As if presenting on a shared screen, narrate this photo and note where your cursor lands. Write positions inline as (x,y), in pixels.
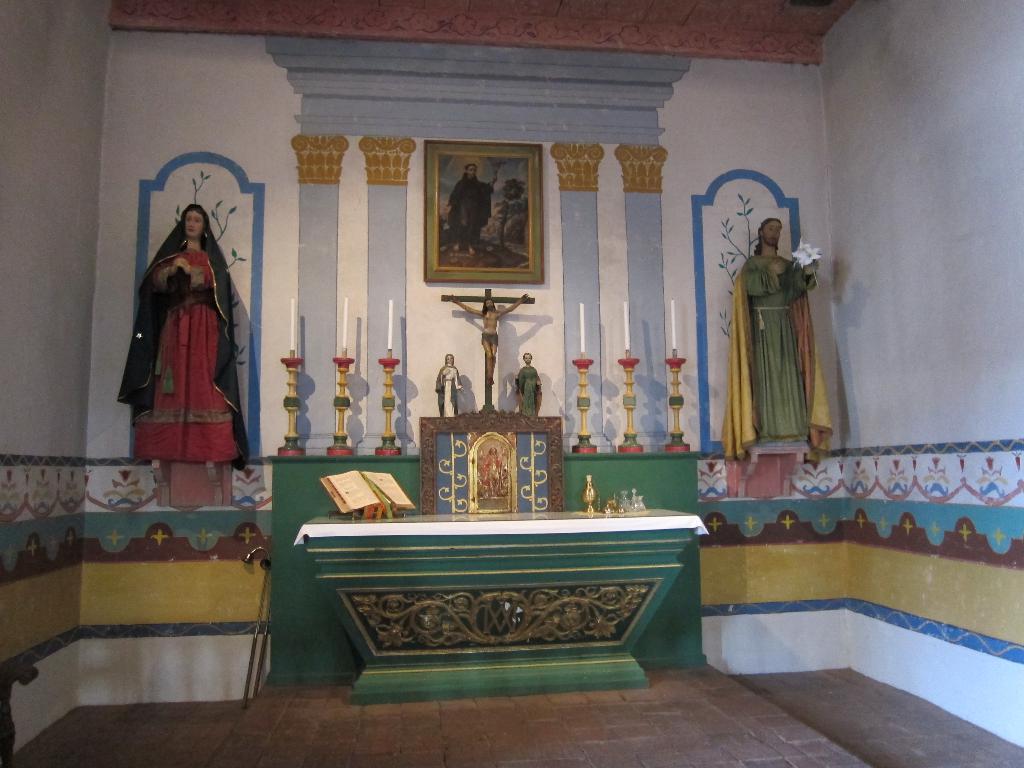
It is an inside view of the church (925,409). Here we can see some sculptures (736,309), photo frames (429,242), candle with stands (290,367), book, few objects (512,505), table (534,526). At the bottom (566,741), there is a floor (621,737). Background (688,187) we can see wall (688,173) with few designs (666,346).
